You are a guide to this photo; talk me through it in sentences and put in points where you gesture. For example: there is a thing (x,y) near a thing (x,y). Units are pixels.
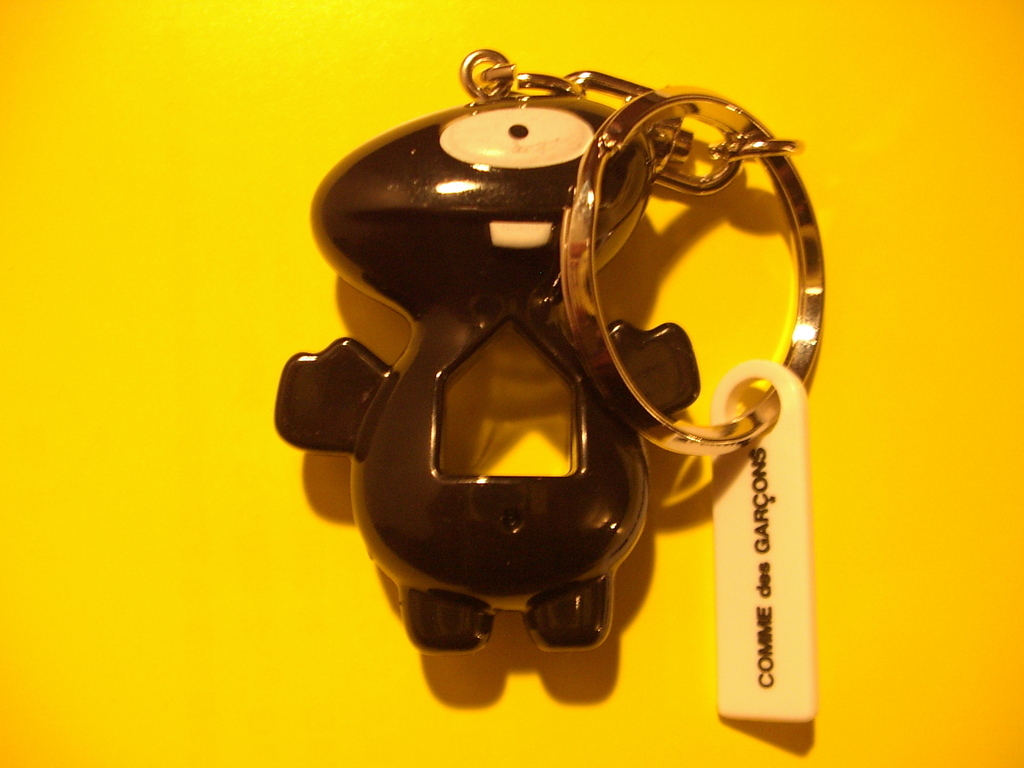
In this image we can see a key chain (579,295), and a toy (427,259), also we can see some text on the key chain (711,181), and the background (41,669) is yellow in color.
